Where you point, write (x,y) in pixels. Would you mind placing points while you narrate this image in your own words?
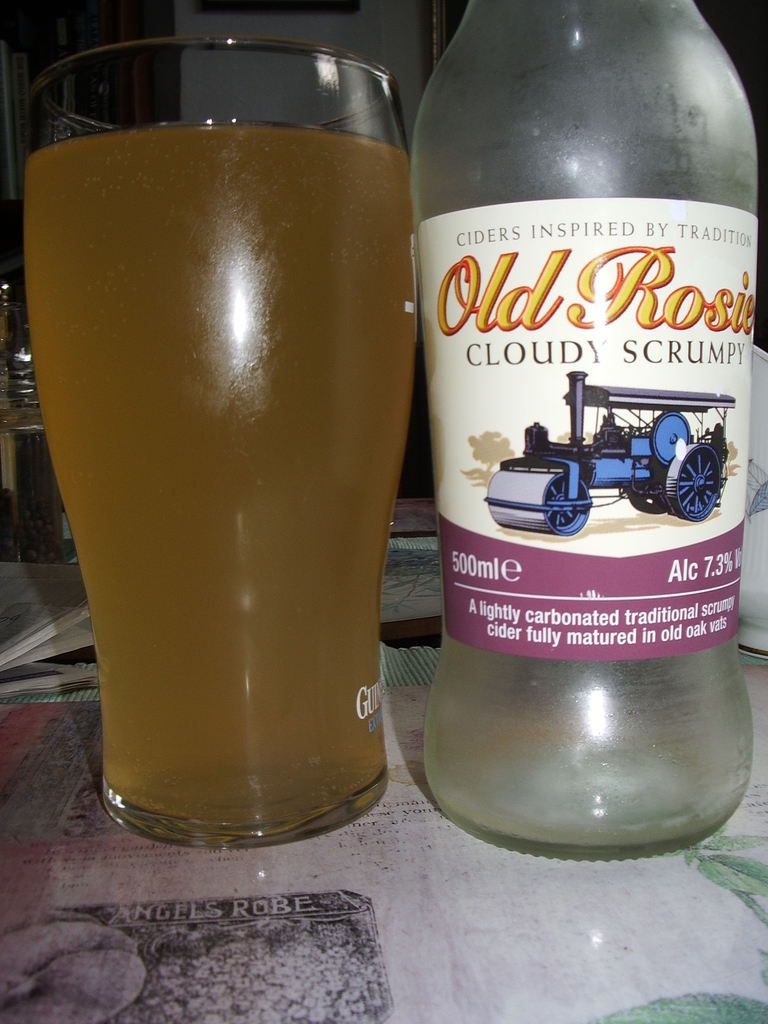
In this image there is a bottle (546,854) which has a label (457,618) as old rosie cloudy scrumpy. Beside there is a glass (261,639) with a drink (175,400) in it.
